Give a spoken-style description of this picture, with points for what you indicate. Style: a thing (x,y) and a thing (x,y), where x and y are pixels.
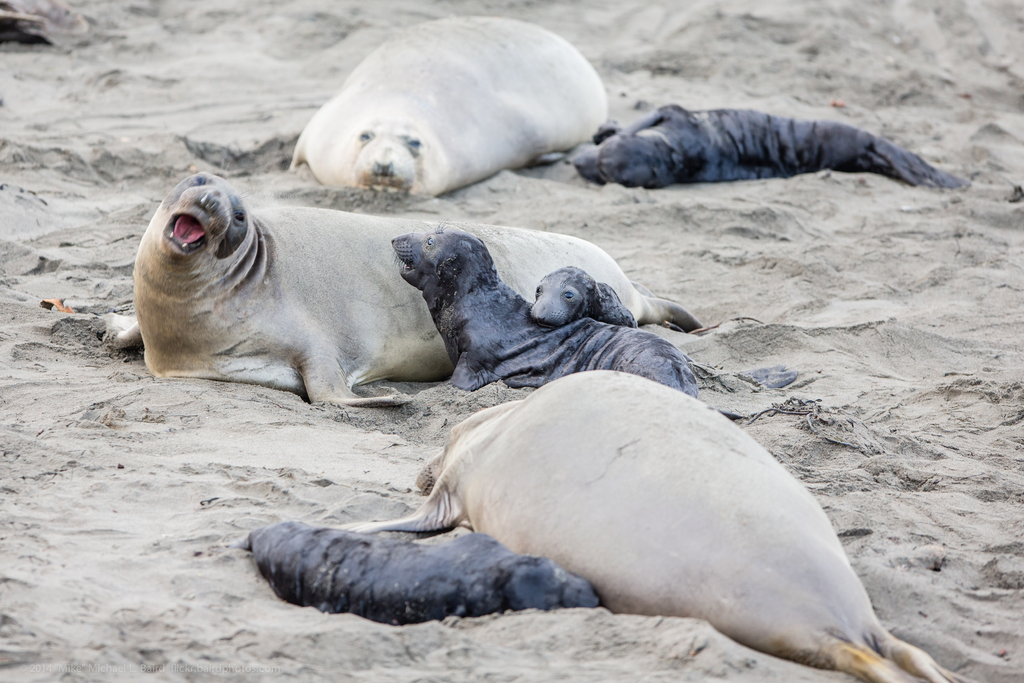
In this picture we can see seals (341,316) on the ground (246,401) and we can see sand (840,355) in the background (855,378).
